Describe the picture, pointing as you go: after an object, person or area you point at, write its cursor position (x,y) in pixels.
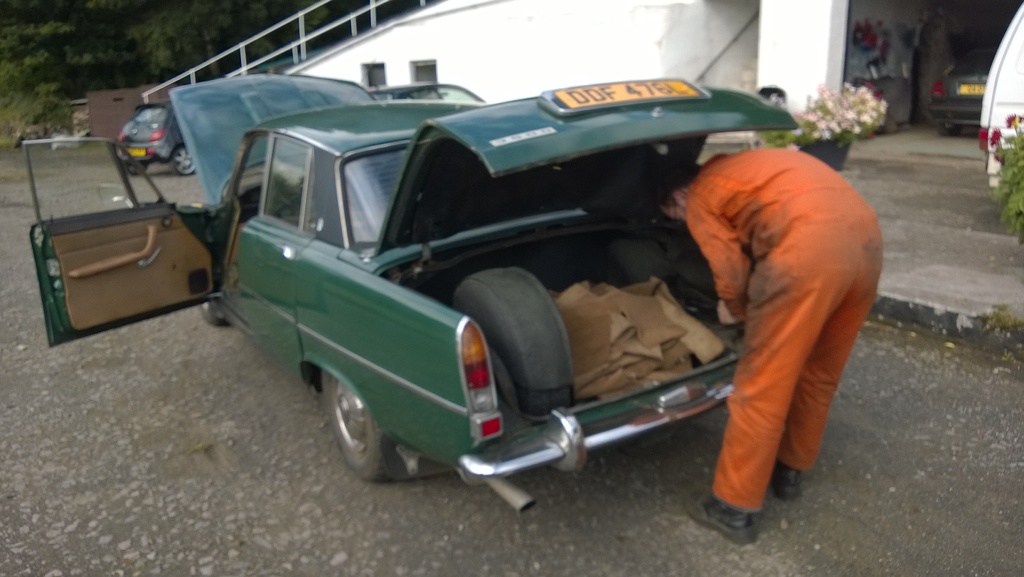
In this picture we can see a person (767,475) in the orange dress (752,464) is doing some work. In front of the person (783,272) there are some vehicles (227,216) on the path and on the right side of the person (698,198) there are plants (856,130) in the pots (831,144) and a wall (587,68). Behind the vehicles (152,148) there are trees (85,32) and iron fence (219,58).
